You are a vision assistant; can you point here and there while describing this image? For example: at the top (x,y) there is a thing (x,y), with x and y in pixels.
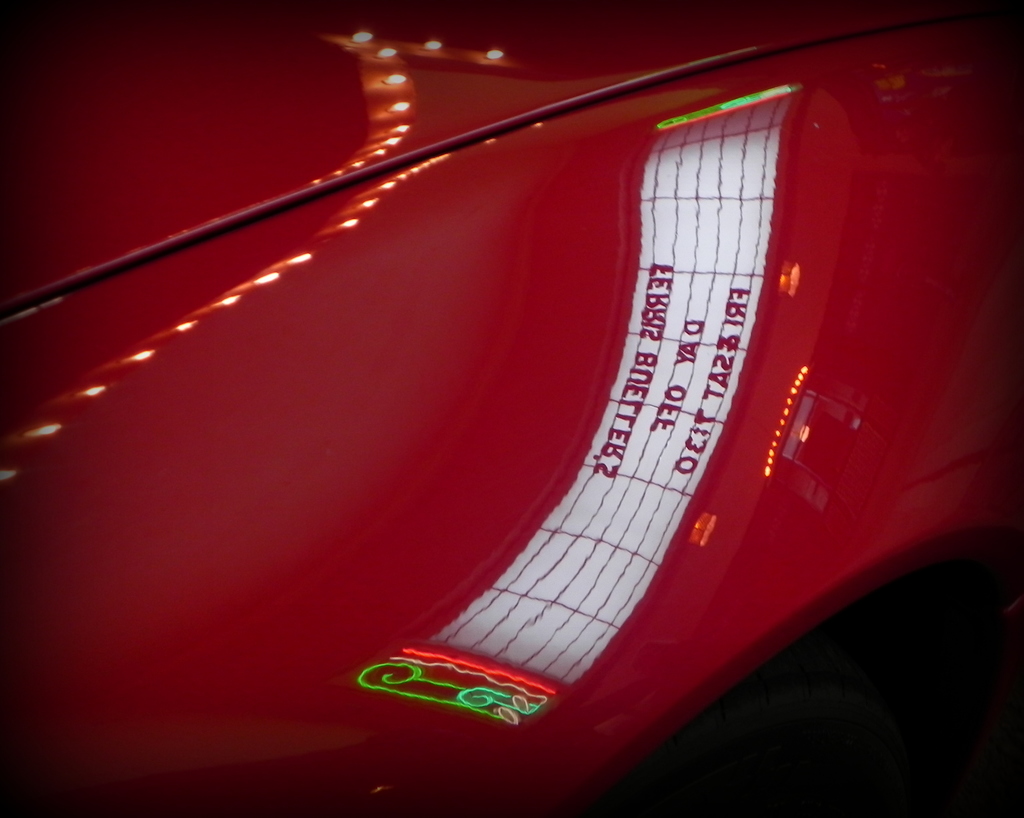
In this image there is a car (490,348) which is red in colour with some reflection (665,417) of the text (655,395) reflecting on the car (655,431).
